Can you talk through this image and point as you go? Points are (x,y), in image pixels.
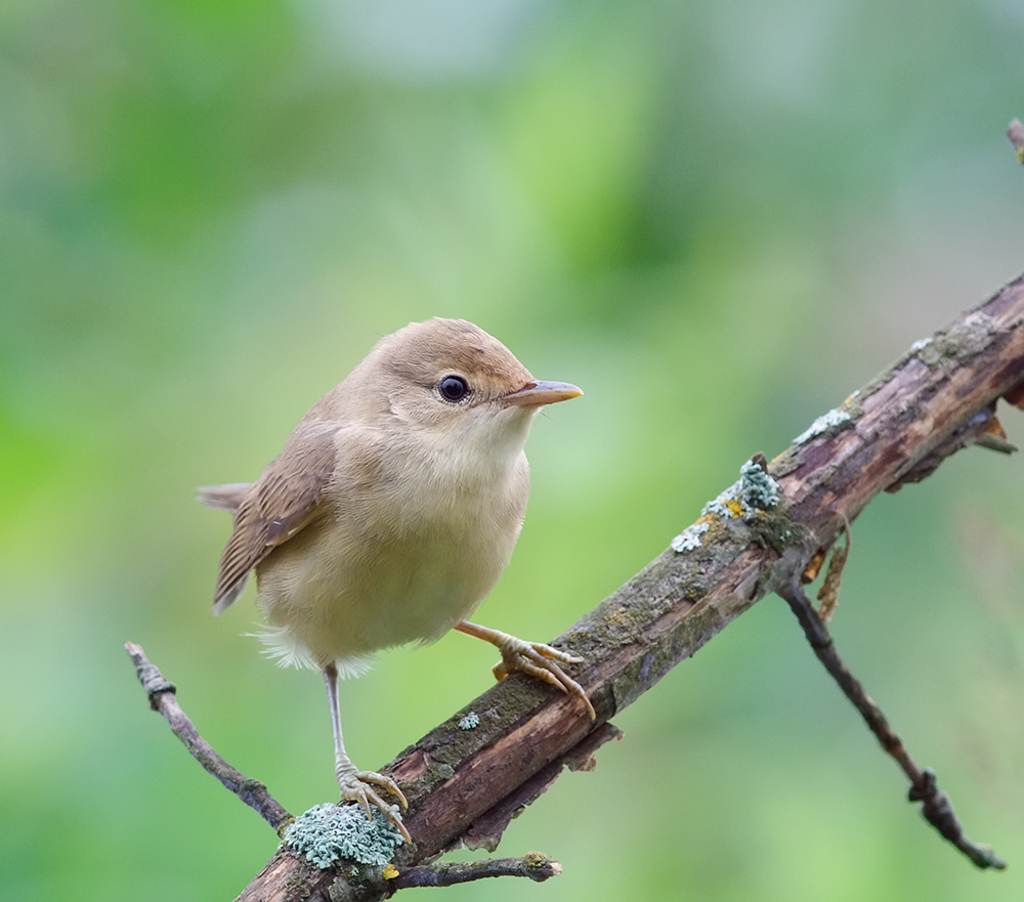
In this image I can see a stick (301,863) in the front (670,582) and on it I can see a white and cream colour bird (231,598). I can also see green colour in the background (558,576) and I can see this image is blurry in the background (196,706).
